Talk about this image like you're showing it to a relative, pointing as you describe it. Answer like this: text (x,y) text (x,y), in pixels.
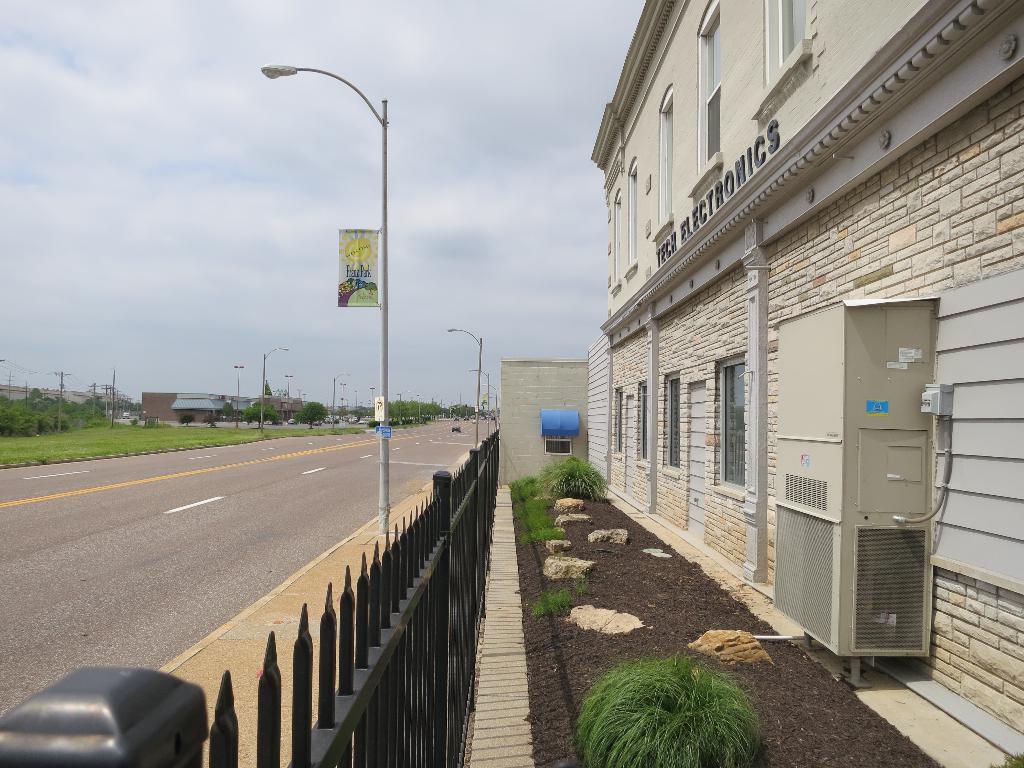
In this image, we can see buildings (708,416), trees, plants (526,499), poles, fence (376,602) and some stones (699,644) and there are vehicles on the road (176,466). At the top (324,100), there is sky (298,190).
